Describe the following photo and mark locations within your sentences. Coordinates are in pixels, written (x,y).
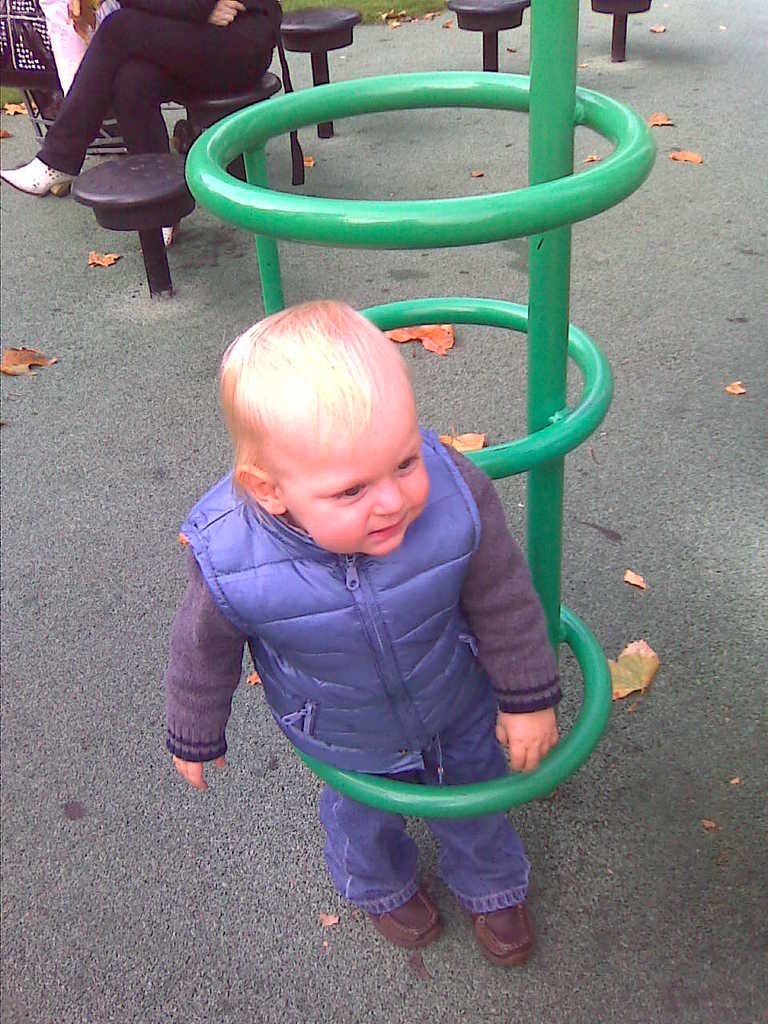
In this image we can see a boy (502,617) standing in the object (458,222), which looks like a stand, there is a person (176,35) truncated and sitting on the chair (231,102), there are some chairs (134,226), grass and leaves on the ground (667,707).
